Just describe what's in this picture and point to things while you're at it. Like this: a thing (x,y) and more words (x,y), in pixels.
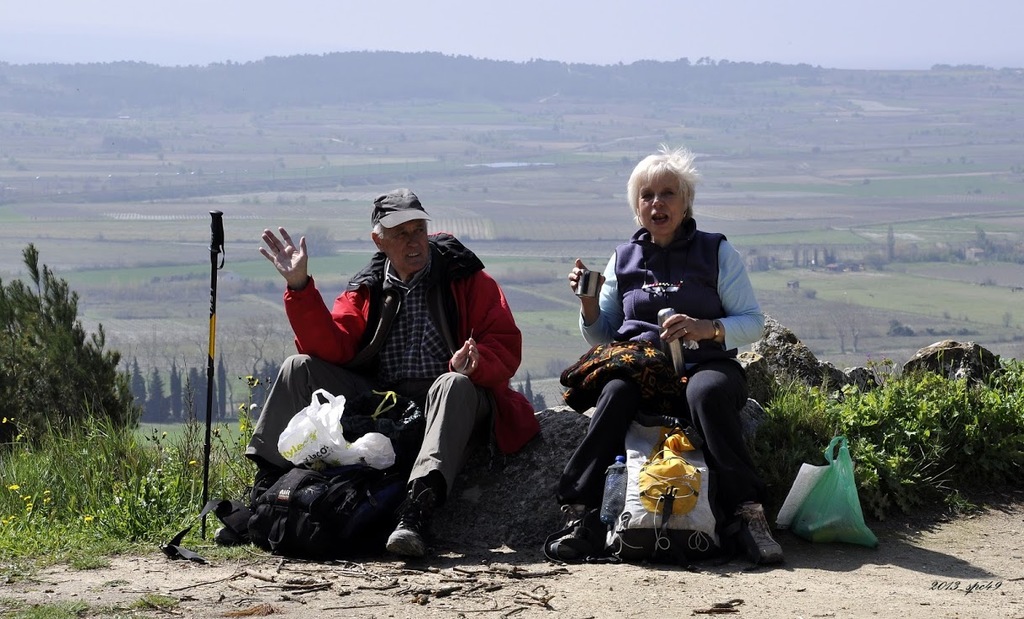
In this image in the center (457,297) there is one man (502,339) and one woman (644,279) who are sitting and that woman (701,381) is holding a flask (670,346) and one glass (601,274), and also she is holding a cloth (640,367) beside them there are some bags (641,486) and plastic covers (310,423). And at the bottom (71,514) there are some plants (785,453), grass (101,511) and rocks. In the background (896,255) there are some trees (599,75), on the top of the image (395,28) there is sky (491,29).
